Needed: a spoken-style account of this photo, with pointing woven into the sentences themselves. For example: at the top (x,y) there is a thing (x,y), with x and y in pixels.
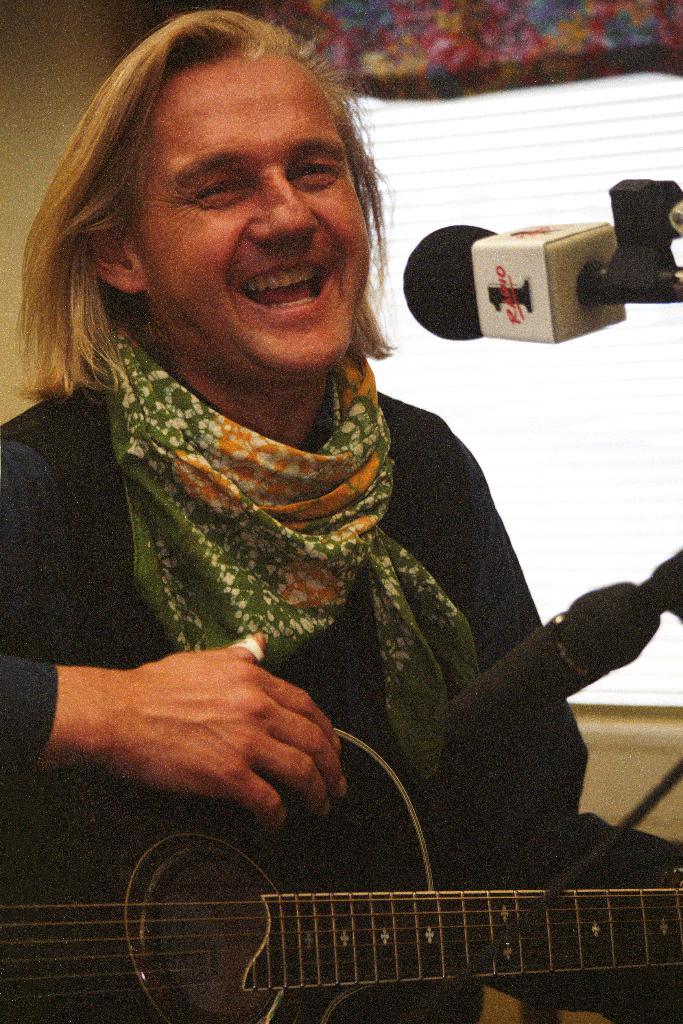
There is a man (283,301) in a room (13,344) with a long hair (101,205) and a scarf (225,516) around his neck (321,377). He is wearing a black shirt (80,566). The man (98,548) is holding a guitar (233,912) in his hand (199,775). In Front of this man (217,446) there are two microphones (509,264). One is facing this guitar (378,823) and other one is facing his mouth (291,295). This man (286,292) is smiling. There is a window (477,180) in the background (491,157) and behind this man (225,305) there is a wall (35,125).
